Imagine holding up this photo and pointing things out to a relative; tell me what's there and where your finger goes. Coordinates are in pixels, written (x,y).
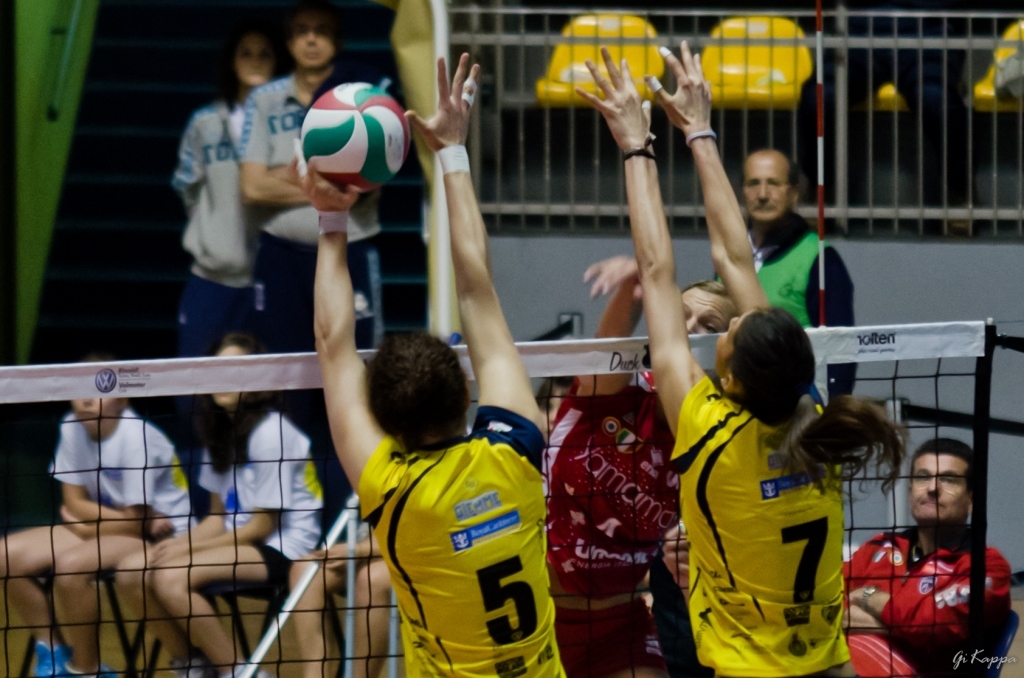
In this picture they are playing volleyball, among them one team (462,578) is yellow in color and the other team (564,483) is red in color. In the background (779,241) we observe few spectators (246,400) viewing them. There are also stairs (148,48) and fence (506,12) in the background (149,76).
